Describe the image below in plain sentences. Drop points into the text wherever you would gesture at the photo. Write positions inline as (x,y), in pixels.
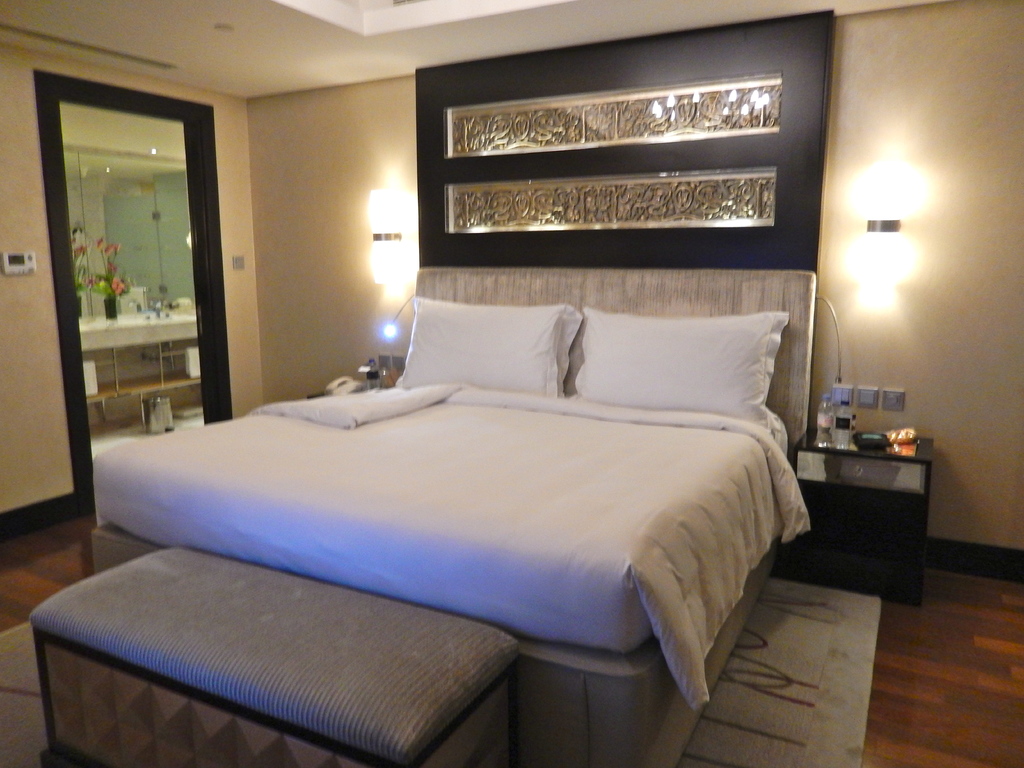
In this image I see a bed (736,460), few things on the table (914,458), lights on the wall (354,150), a mirror (84,511) and a couch (146,742) over here.
